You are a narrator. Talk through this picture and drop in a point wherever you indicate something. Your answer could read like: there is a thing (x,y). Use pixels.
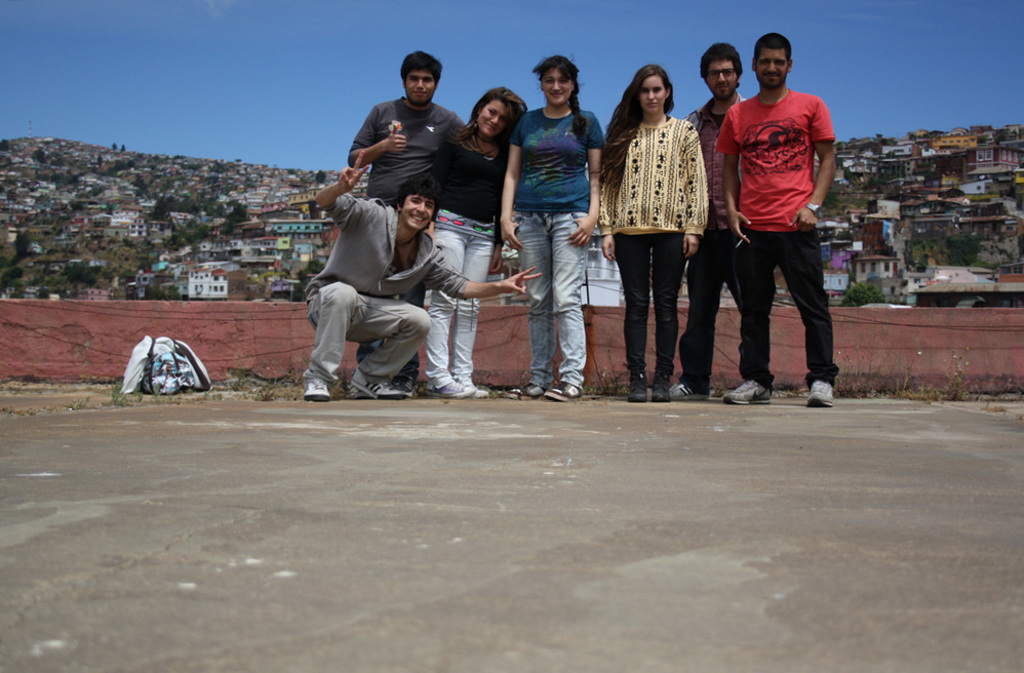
In the center of the image (660,257) we can see group of persons (492,292) standing on the floor (661,456). In the background (296,256) there are many buildings (140,228), hill (149,194), fencing (227,316) and sky (876,63).
